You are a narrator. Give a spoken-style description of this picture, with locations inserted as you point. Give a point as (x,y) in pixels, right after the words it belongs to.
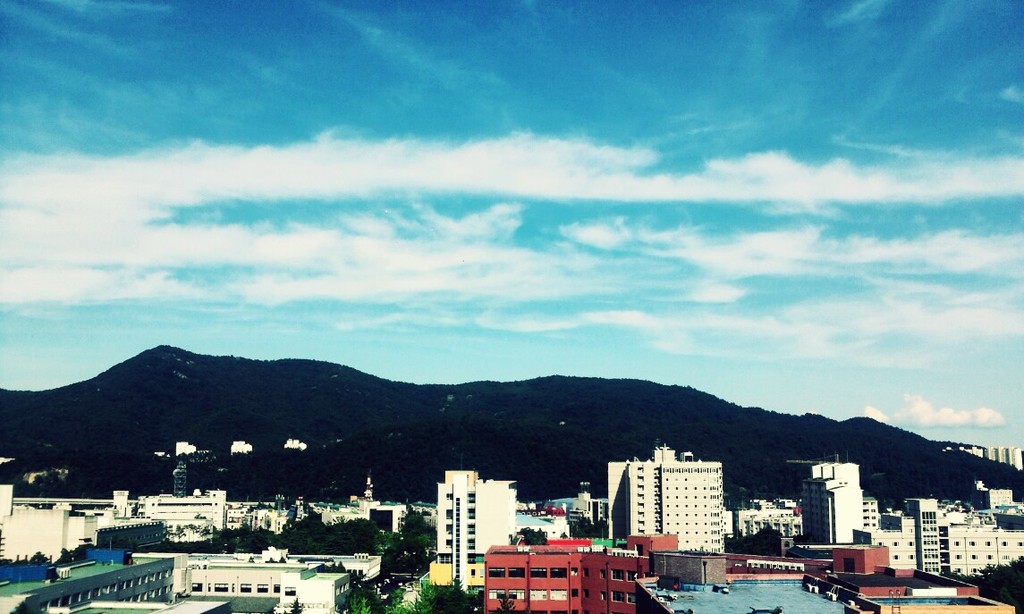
In this picture we can see a group of buildings (306,602), here we can see trees (451,587) and some objects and in the background (678,200) we can see mountains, sky (833,285) with clouds (714,178).
